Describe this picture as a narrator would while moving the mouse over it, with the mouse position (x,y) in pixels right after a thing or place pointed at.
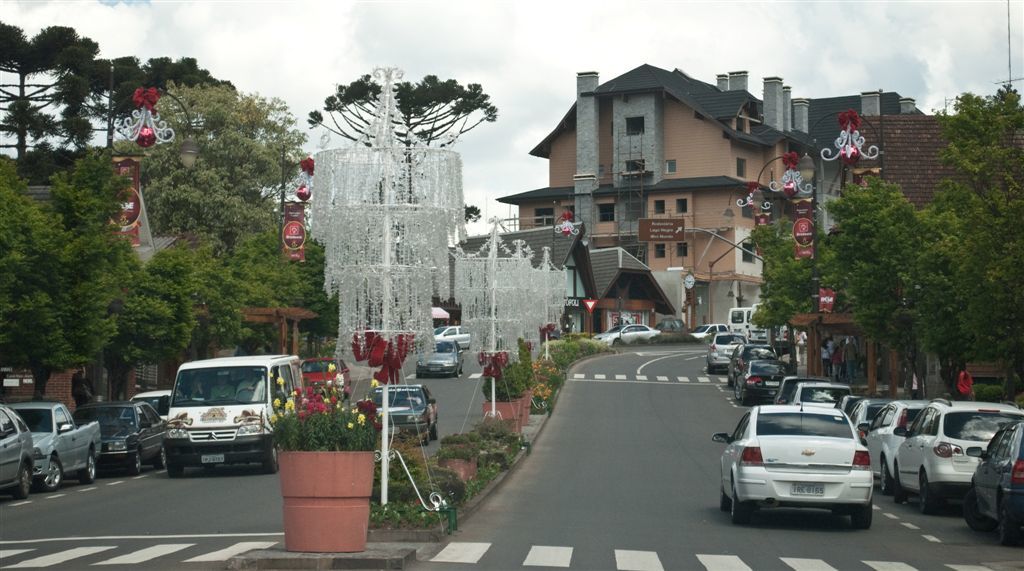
In this image we can see group of vehicles (791,454) parked on the road (739,541). In the foreground of the image (287,485) we can see flowering plants (318,430) in a container (352,454). In the middle of the image (386,205) we can see a group of poles (397,191). In the background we can see a group of buildings (676,268), trees (1006,295) and sky (573,60).
